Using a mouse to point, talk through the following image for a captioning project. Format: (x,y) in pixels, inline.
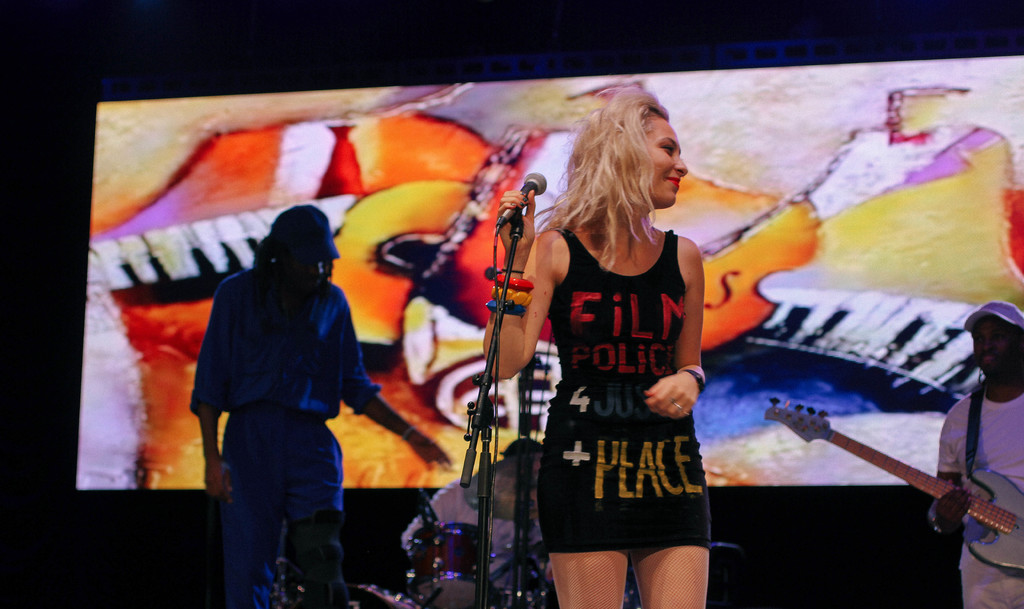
In this image we can see a woman (546,290) holding the mike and standing and also smiling. In the background (535,472) we can see two persons (1003,365) playing the musical instruments (996,555) and also a person (325,446) standing. We can also see the screen (375,219) and the background of the image (66,600) is in black color.
